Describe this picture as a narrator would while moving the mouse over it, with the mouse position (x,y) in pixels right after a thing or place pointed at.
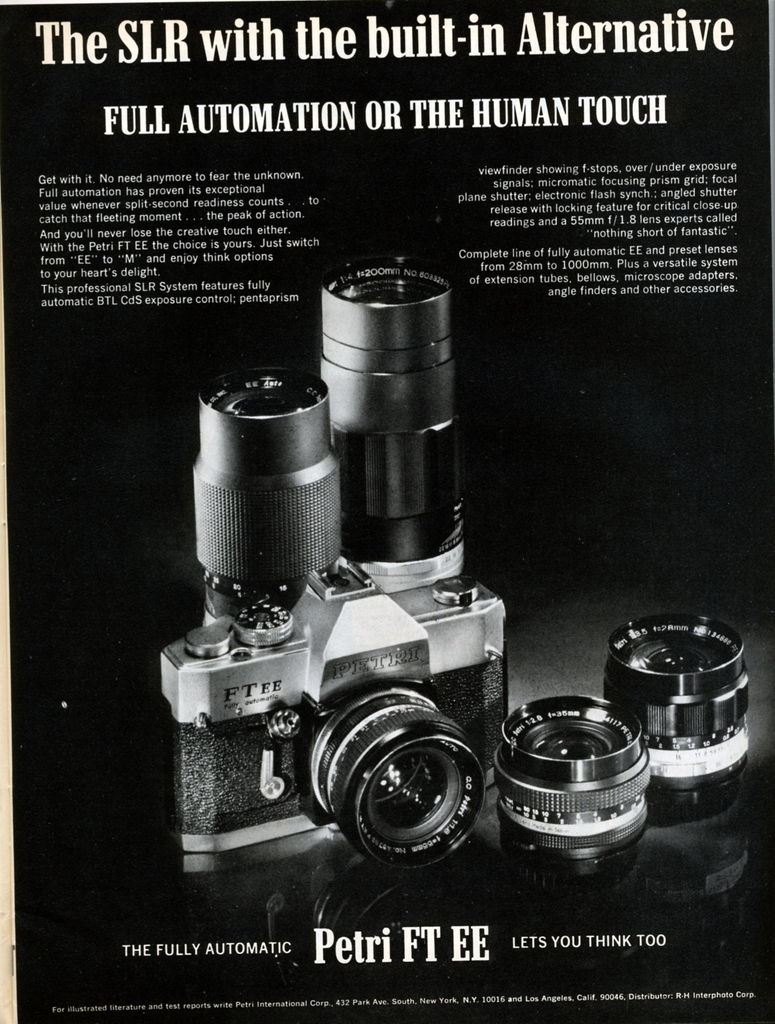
This picture shows a cover photo of a camera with couple of lens (712,748) and we see text (285,295) on it.
